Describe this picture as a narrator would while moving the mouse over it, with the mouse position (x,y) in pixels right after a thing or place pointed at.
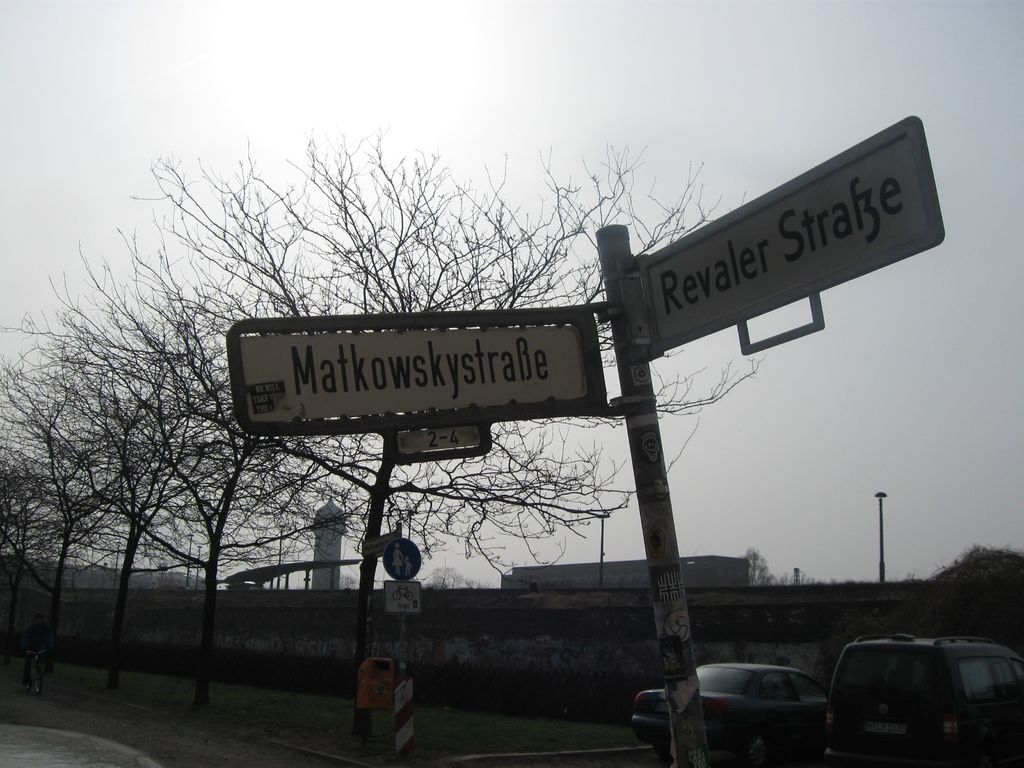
In this picture we can see a few vehicles (1004,736) on the right side (962,702). There are a few direction boards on the pole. We can see a few signboards (398,720) on the path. A person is riding on a bicycle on the left side (32,686). There are a few trees (123,466) and a white object (338,534) in the background (56,630).
